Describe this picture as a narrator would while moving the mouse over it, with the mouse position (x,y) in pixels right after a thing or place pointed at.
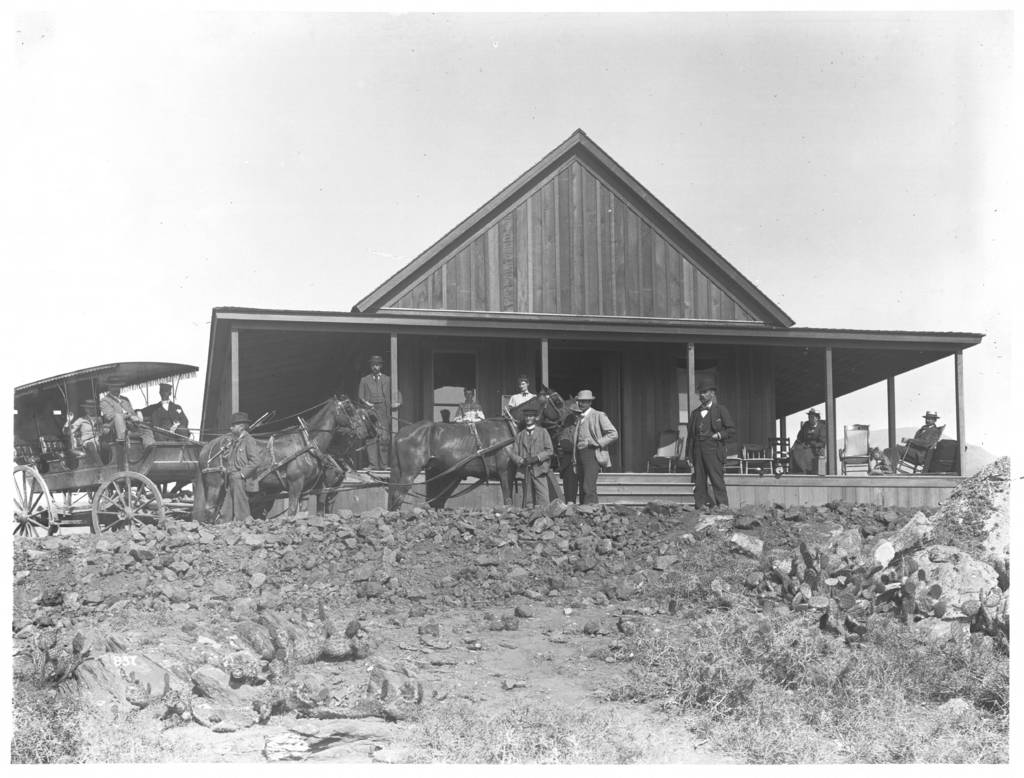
This is a black and white image. At the bottom (278,552) there are stones (457,588) on the ground (374,692). In the middle of the image (424,338) there is a house (413,363), cart (104,459) and some people (536,430) are standing. At the top of the image (292,145) I can see the sky (135,221).
